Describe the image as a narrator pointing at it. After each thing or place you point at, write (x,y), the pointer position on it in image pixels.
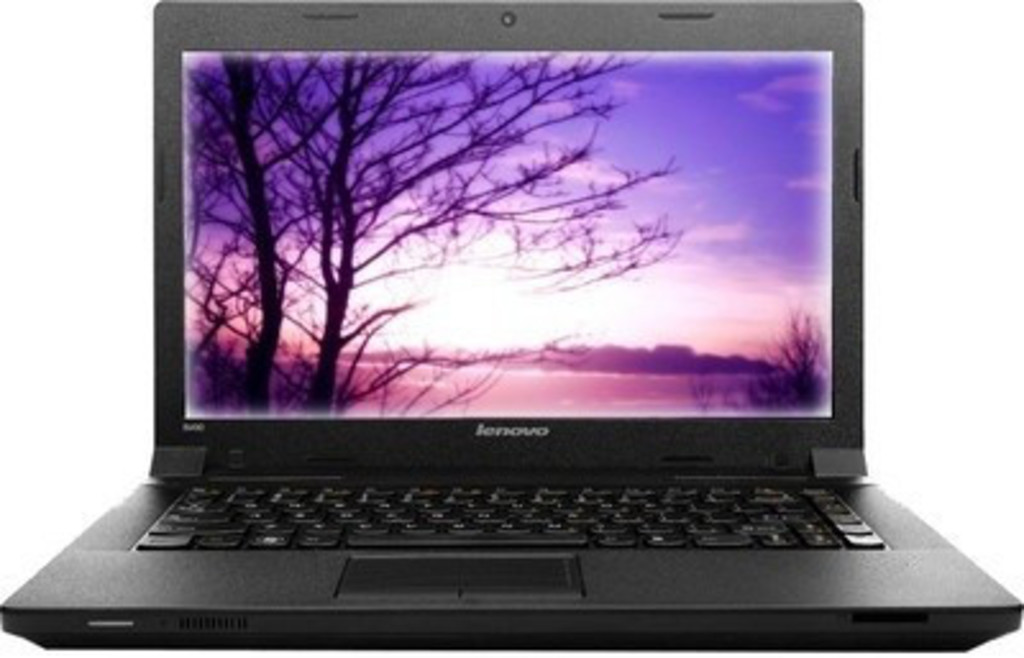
In this image, we can see there is a laptop (856,486) having a screen (771,338). And the background (14,144) is white in color.
